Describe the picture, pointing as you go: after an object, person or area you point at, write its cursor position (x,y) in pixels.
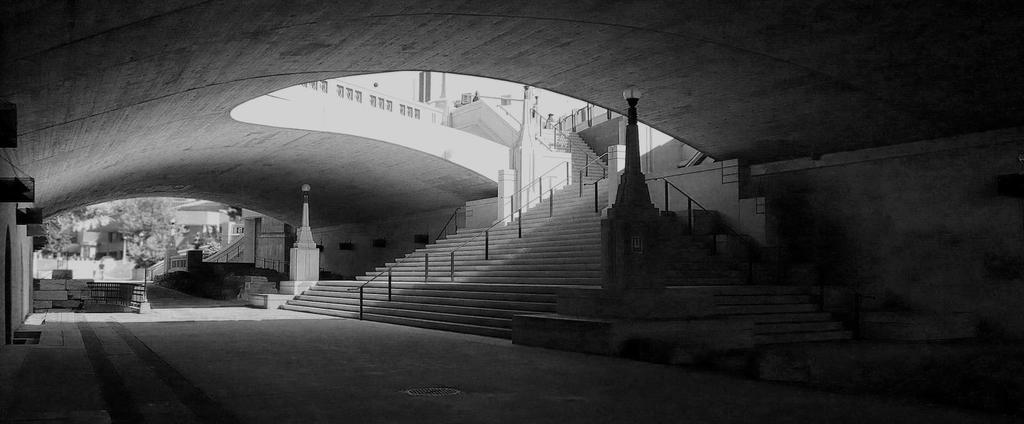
In this image we can see the staircase (504,227). Here we can see the lights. Here we can see the house (188,212) and trees (114,220) on the left side (129,246).
